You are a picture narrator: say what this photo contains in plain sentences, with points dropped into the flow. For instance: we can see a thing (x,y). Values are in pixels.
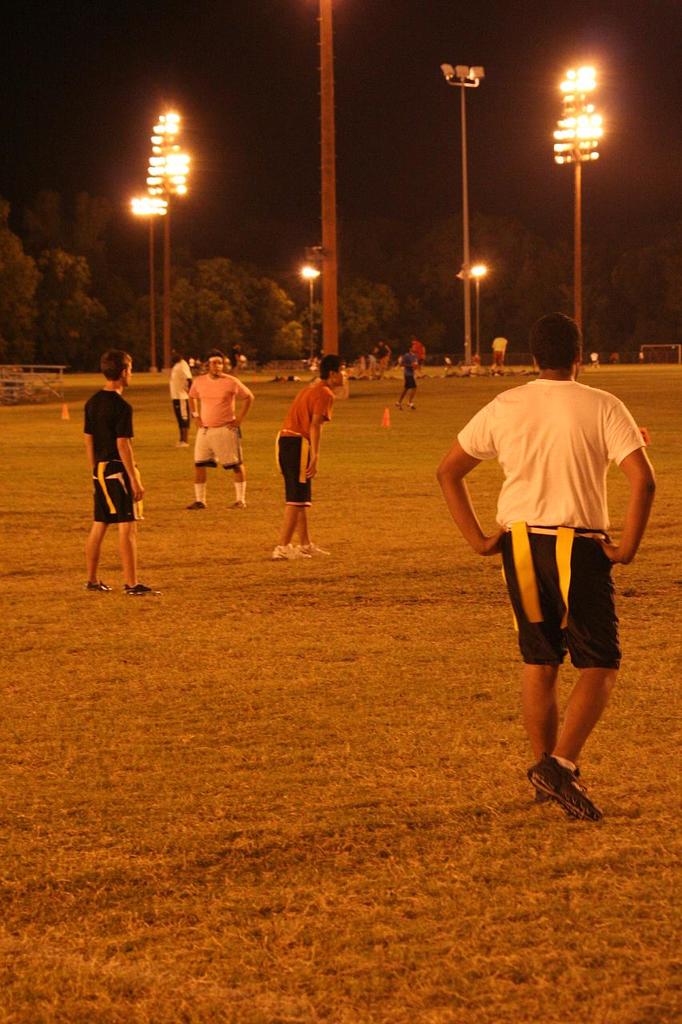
In this image I can see an open grass ground (333,472) and on it I can see number of people (247,398) are standing. I can see all of them are wearing shorts (592,588), shoes (279,548) and t shirts (89,421). In the background (157,159) I can see few poles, number of lights (163,123) and number of trees (345,293).
